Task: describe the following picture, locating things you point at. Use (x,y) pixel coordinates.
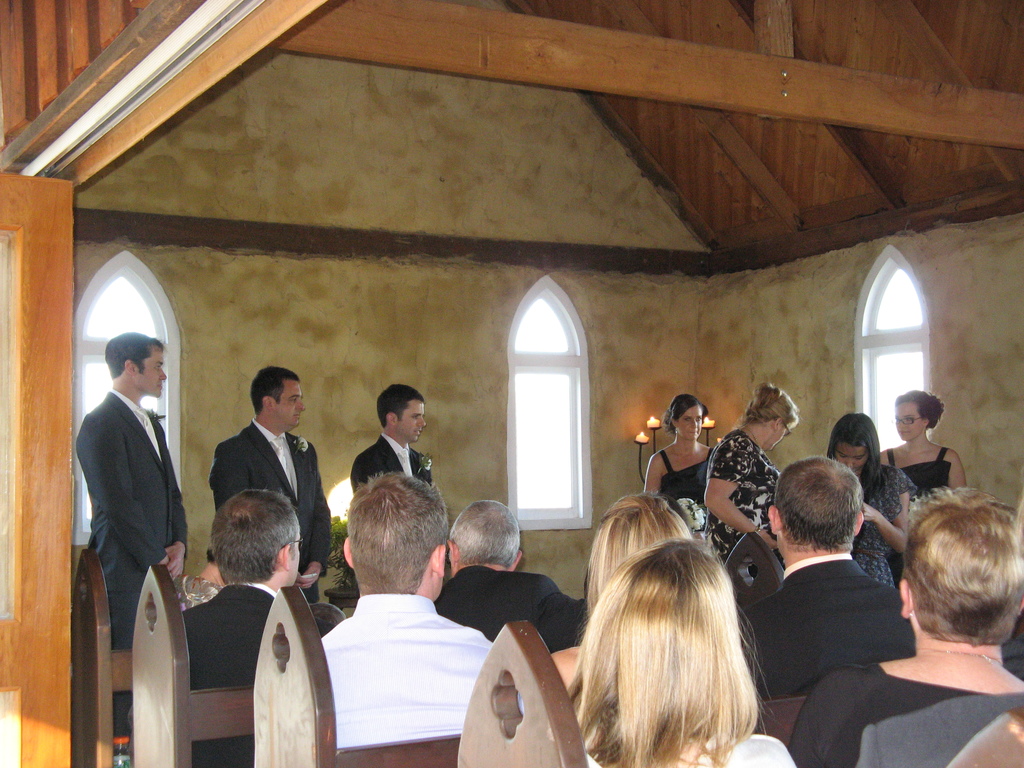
It seems like an inside view picture of a church (1006,378). On the left side of the picture (65,718) its seems like a door (6,257). In this picture we can see the wall (597,326), windows (532,328). At the top (986,95) we can see the wooden ceiling (697,93) and the poles (516,76). We can see the people (104,433) standing and we can see the candles (643,438) placed on the stand (707,429). At the bottom portion of the picture (966,660) we can see the people (691,586) sitting on the benches (392,743).
